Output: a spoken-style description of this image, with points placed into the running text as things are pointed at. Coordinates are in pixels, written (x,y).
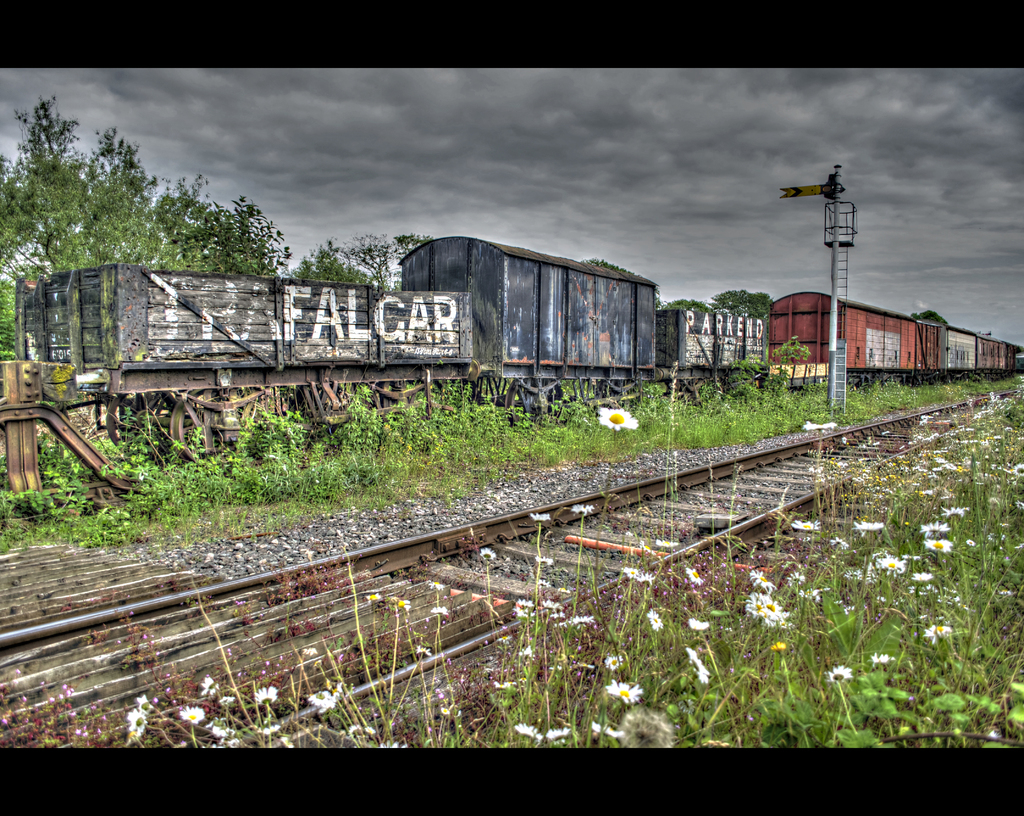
In this image there is a empty track (462,535) beside that there is a iron tower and flower plants (751,719) on the other side there is a goods train (1010,345) and trees (8,260).
